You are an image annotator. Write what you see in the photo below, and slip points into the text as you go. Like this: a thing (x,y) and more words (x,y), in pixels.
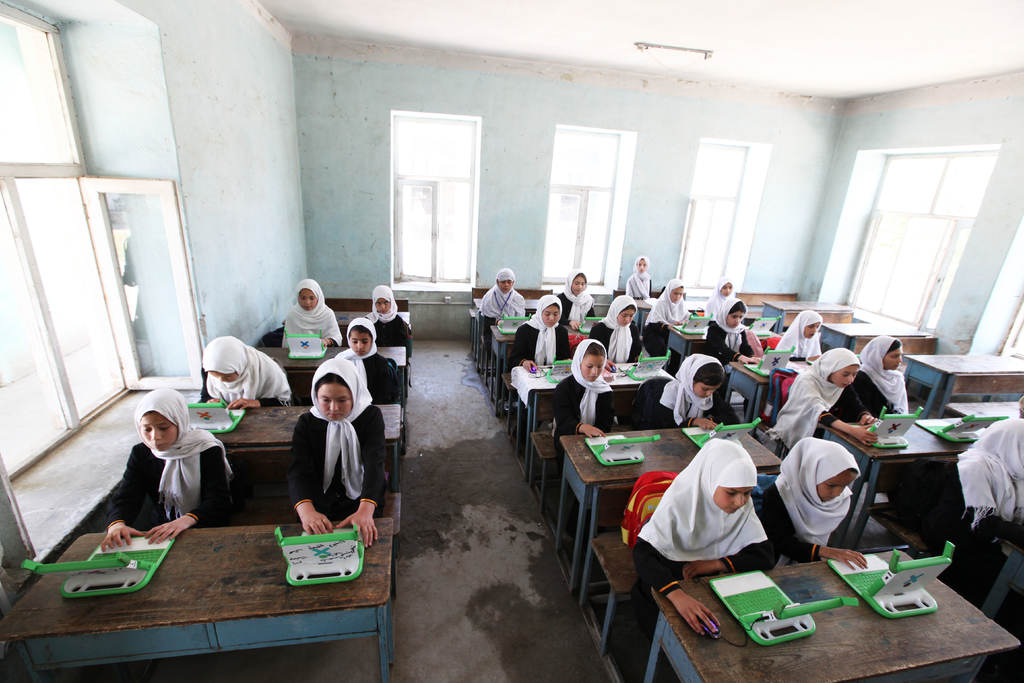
Here we can see a group of students (594,340) sitting on the benches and working in front of a devices (120,560). on the background (480,163) we can see a blue wall (317,191) and windows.
